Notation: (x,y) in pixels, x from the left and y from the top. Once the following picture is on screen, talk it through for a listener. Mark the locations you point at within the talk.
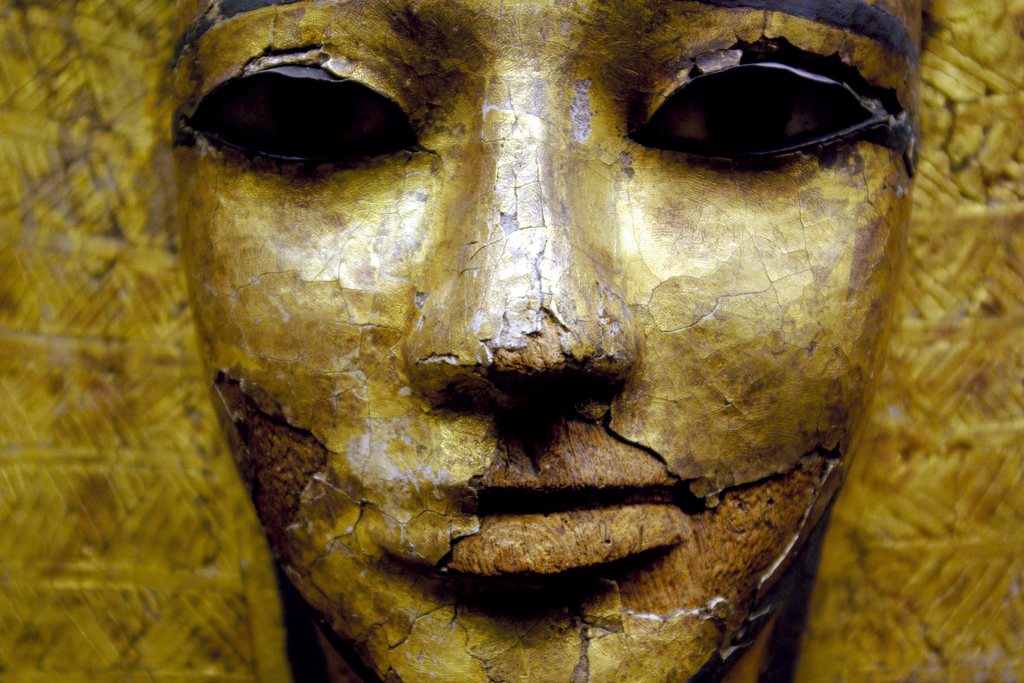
In this image there is a sculpture (324,333).
